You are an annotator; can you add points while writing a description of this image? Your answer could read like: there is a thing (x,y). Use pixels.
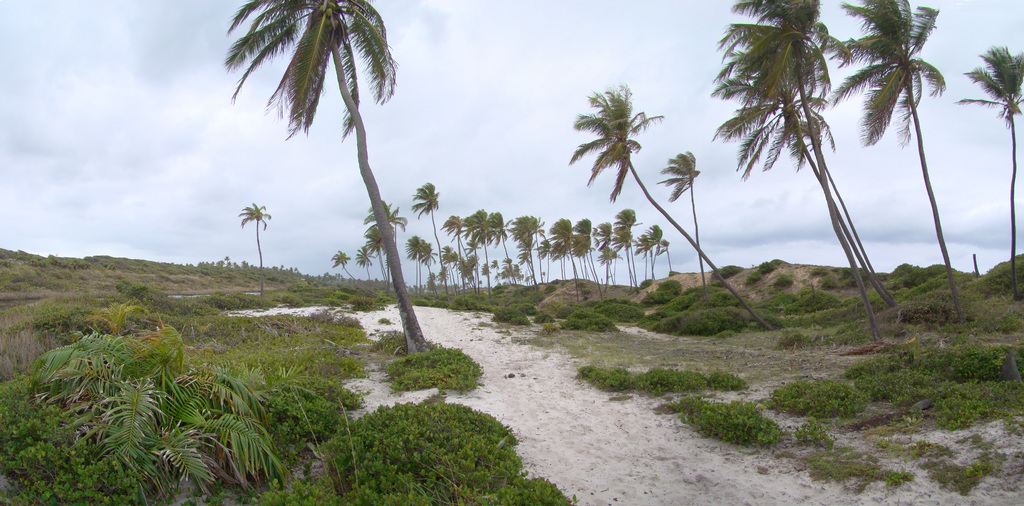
In this picture we can see trees (789,127), path (592,483), grass (725,360) and in the background (102,146) we can see the sky (101,160) with clouds (404,121).
